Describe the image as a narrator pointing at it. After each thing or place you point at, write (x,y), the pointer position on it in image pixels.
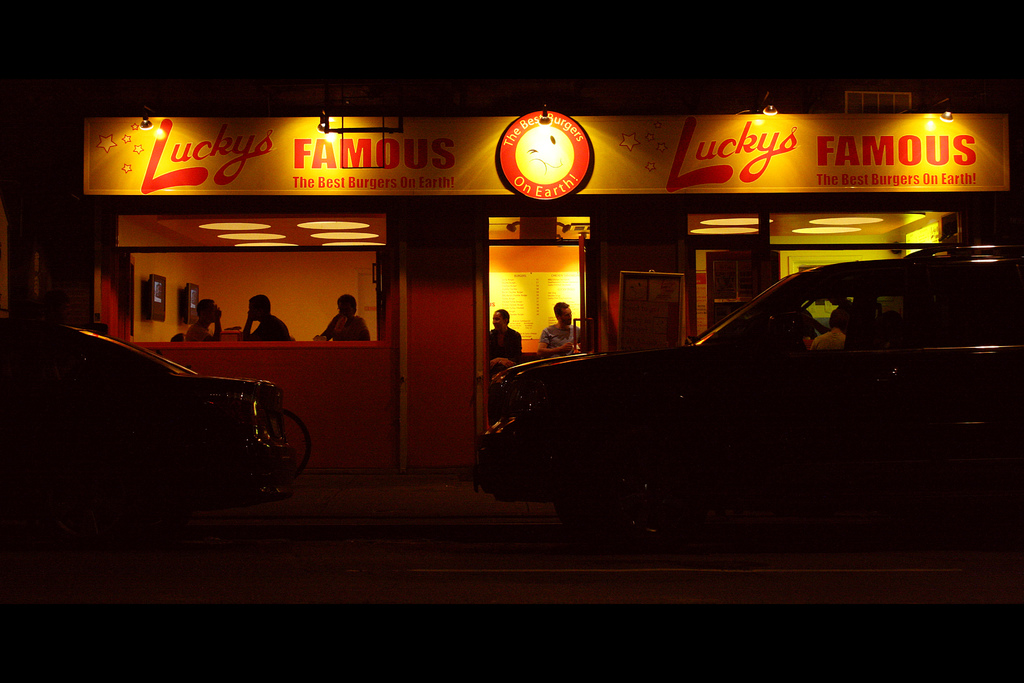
In this image I can see out side view of a building (593,257) and there are some vehicles (839,365) kept on the floor (519,572) and in side the building (273,370) there are the persons (544,343) visible and there is a hoarding board (846,162) on the building (292,212) and there is some text (379,148) written on that.
